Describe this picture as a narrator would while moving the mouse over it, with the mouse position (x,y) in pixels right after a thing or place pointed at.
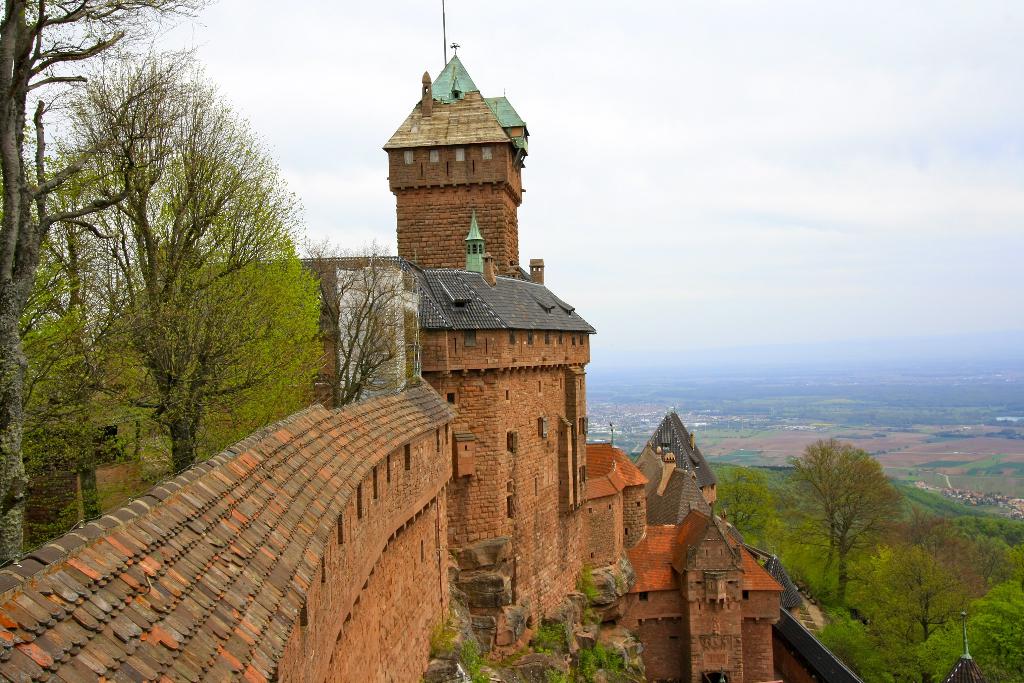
In this image we can see the building (450,184), there are trees (197,366) at behind and in front of the building (536,386) and sky (776,141) in the background (698,123).
